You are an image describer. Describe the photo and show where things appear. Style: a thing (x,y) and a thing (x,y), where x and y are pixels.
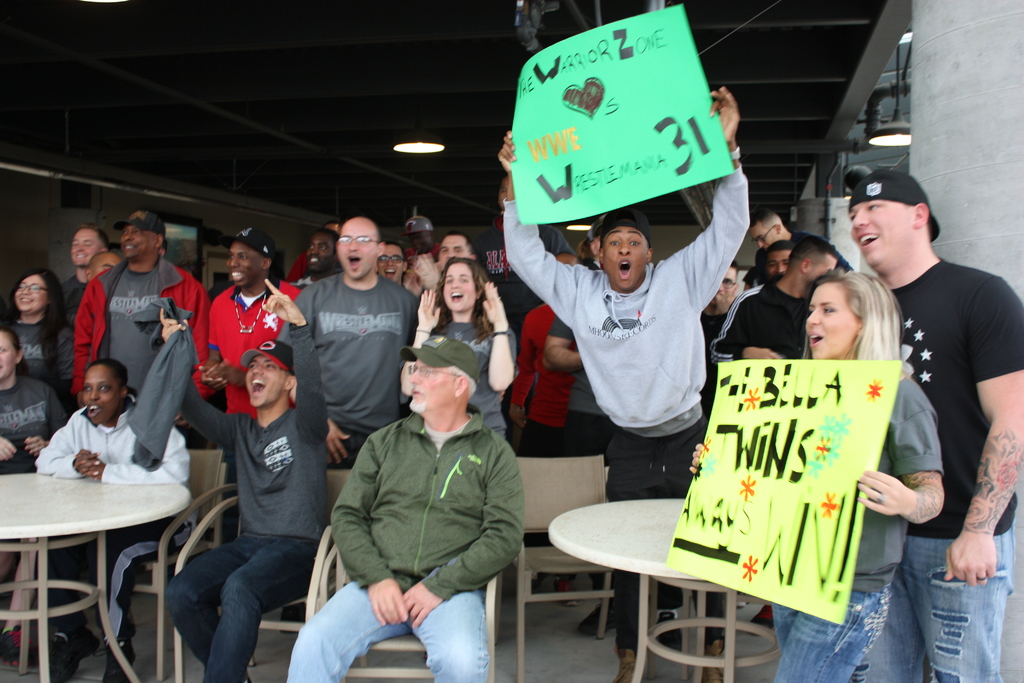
In this image there are many people (435,459). In the middle (448,453) is a man (442,556) he is sitting on the chair (394,649), he wears jacket (439,486), cap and trouser (427,640). On the right (796,335) there is table (668,548), some people (897,334), wall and light (873,143). In the middle (626,291) there is a man (649,309) he holds a poster (600,136). On the left (136,498) there is table (135,514) and some people (265,308).
